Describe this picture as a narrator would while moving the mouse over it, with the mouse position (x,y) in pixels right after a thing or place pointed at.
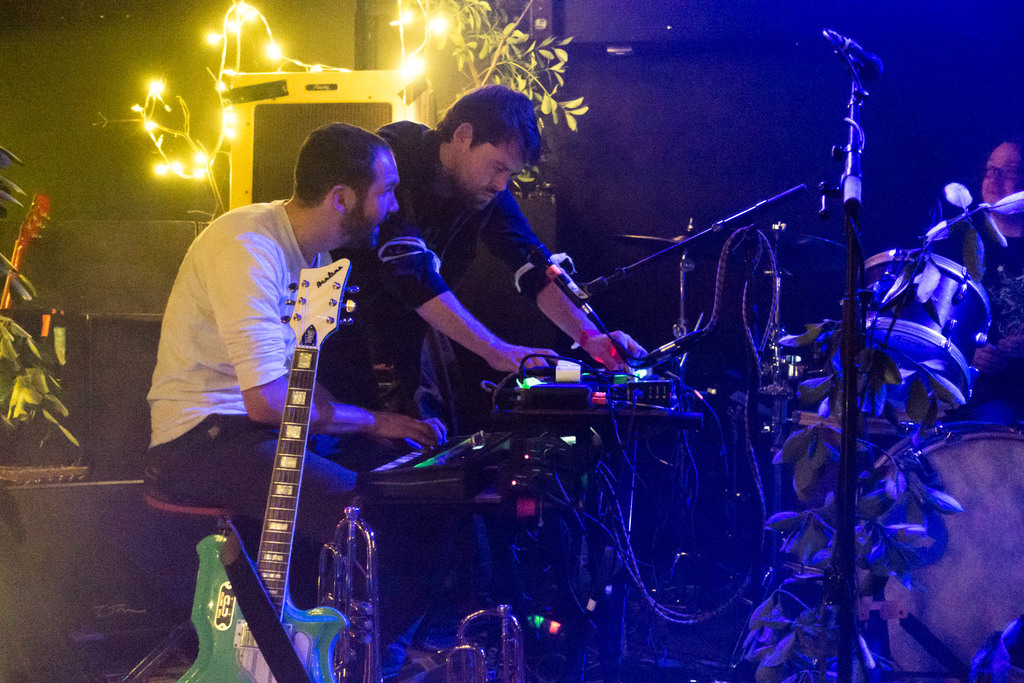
In this image I can see few people (239,455), a guitar (282,512), a drum set (967,458) and few mics (864,66). In the background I can see plants (3,352) and lights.
